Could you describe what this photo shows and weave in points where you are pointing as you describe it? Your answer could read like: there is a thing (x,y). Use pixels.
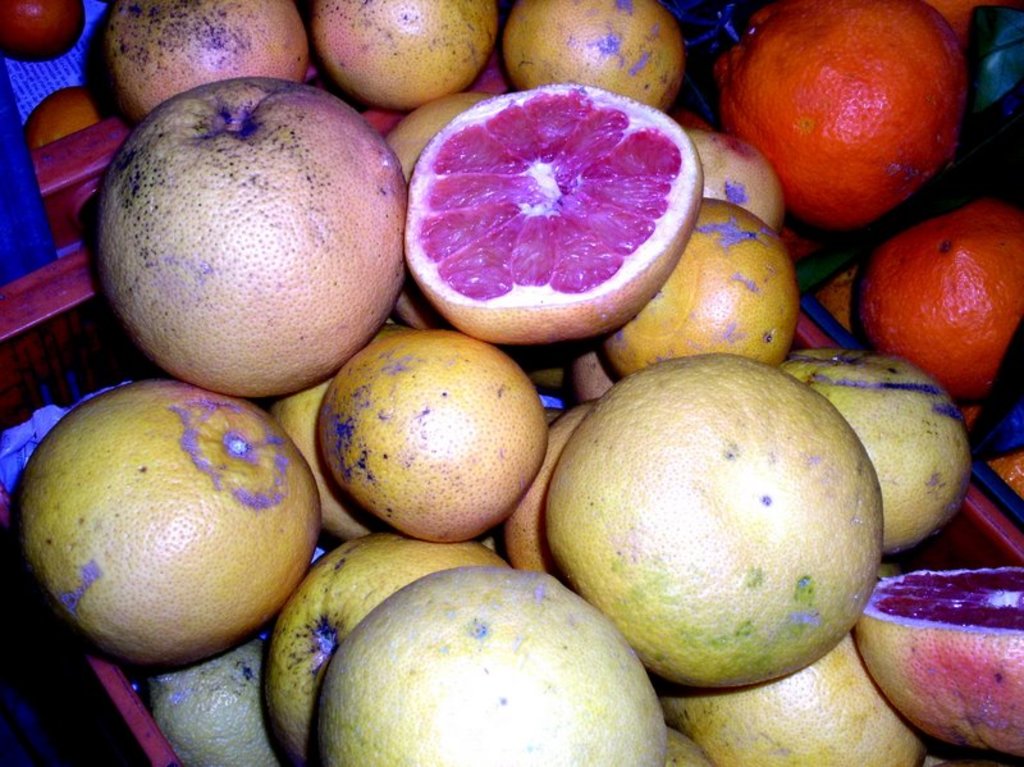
In the picture we can see some fruits (490,394) which are in yellow and orange in color.
